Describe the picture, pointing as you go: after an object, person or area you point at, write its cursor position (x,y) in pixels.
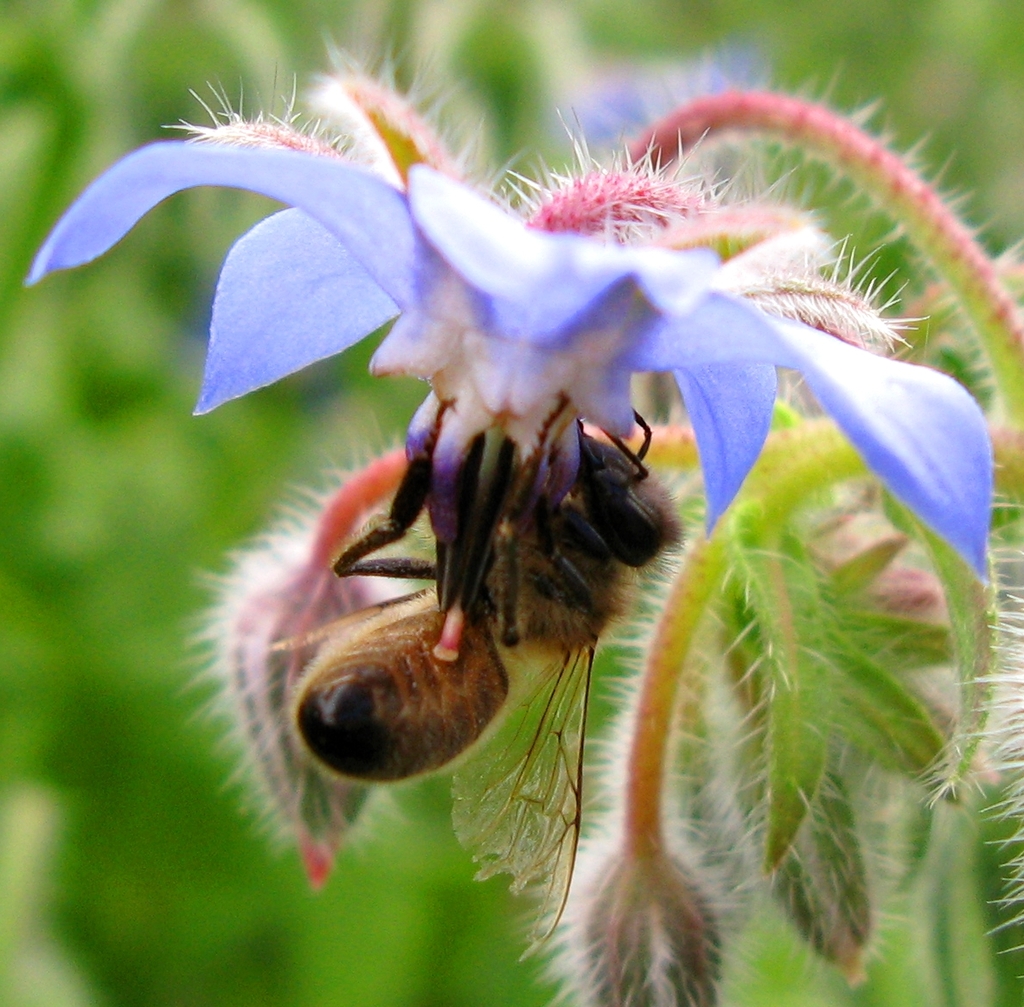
In the image there is a stem (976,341) with a flower (528,405) and also there are buds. On the flower (947,510) there is an insect (446,720). And there is a green color blur background (928,79).
